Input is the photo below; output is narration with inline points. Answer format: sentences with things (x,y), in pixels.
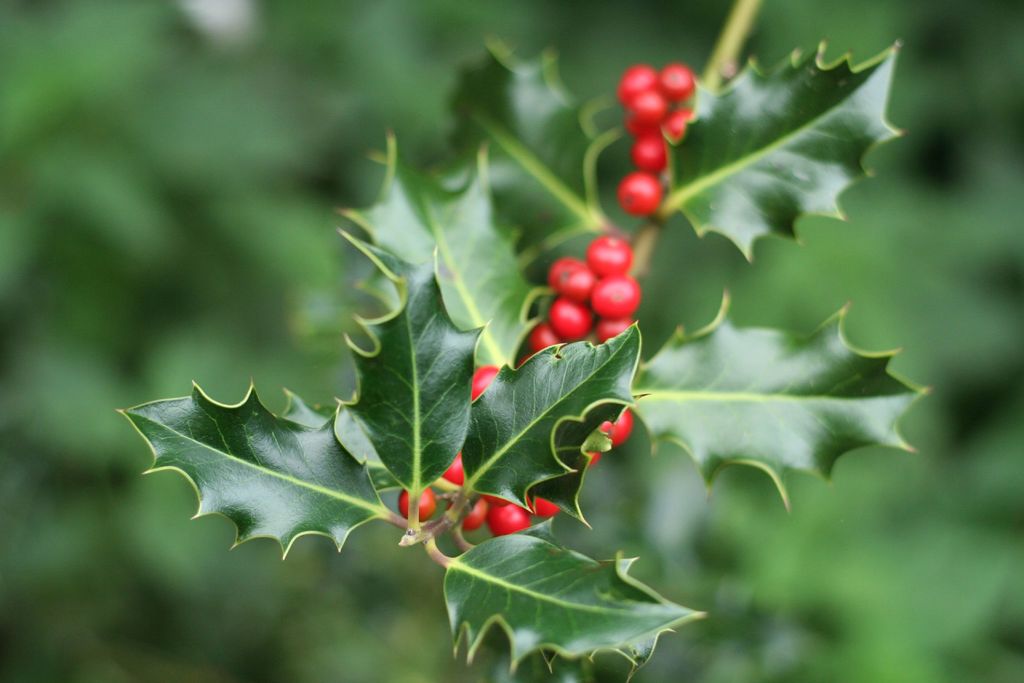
In this image we can see some leaves (537,447) and fruits (544,334) which are red in color and in the background (246,607) image is blur.
